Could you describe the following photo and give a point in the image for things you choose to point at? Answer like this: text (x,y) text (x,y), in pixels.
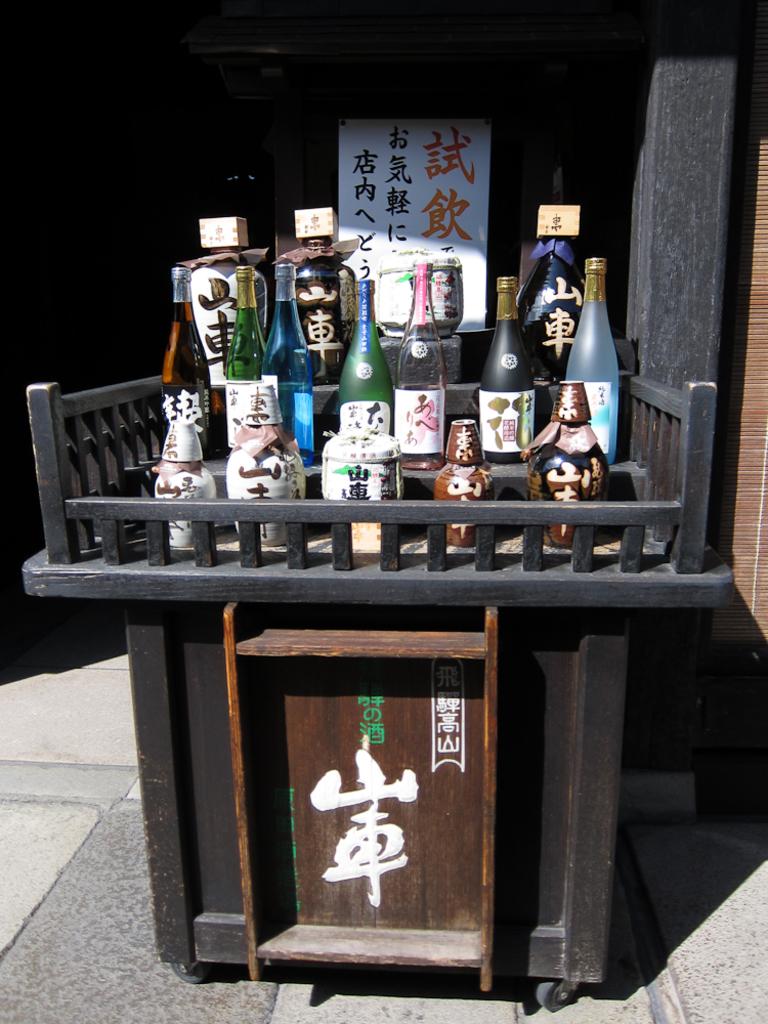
This picture shows wine bottles (205,476) and a table (120,426).
